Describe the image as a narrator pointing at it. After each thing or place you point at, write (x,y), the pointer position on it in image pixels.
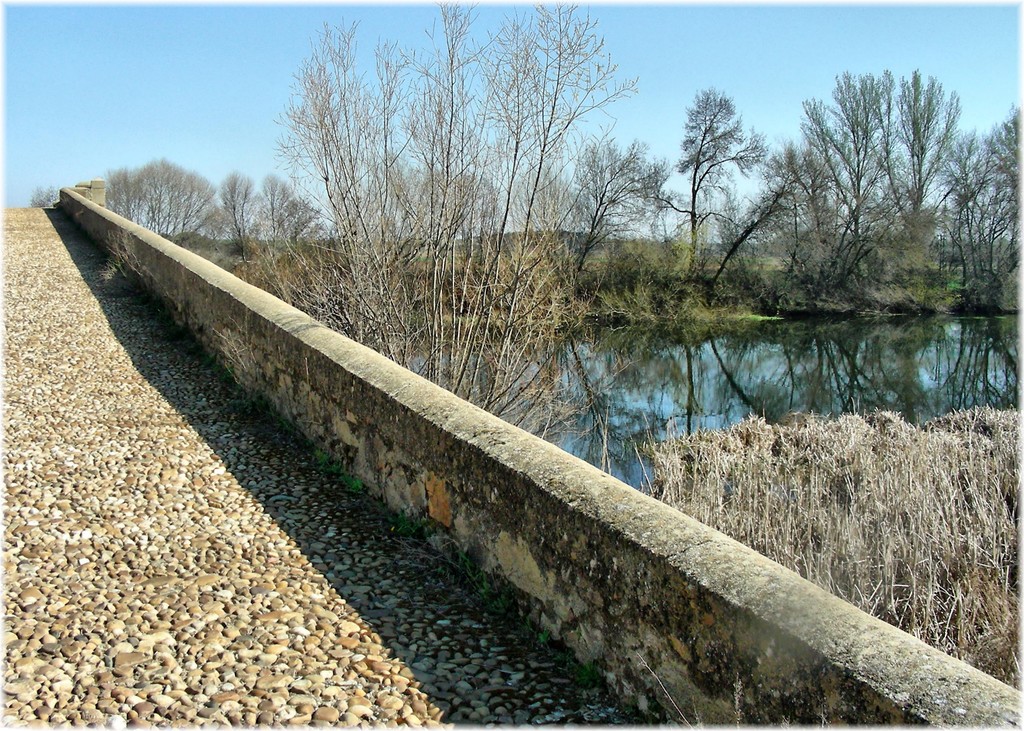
In this image we can see a wall (773,564), trees (449,338), water (630,338), bushes (617,245) and sky (236,74).
